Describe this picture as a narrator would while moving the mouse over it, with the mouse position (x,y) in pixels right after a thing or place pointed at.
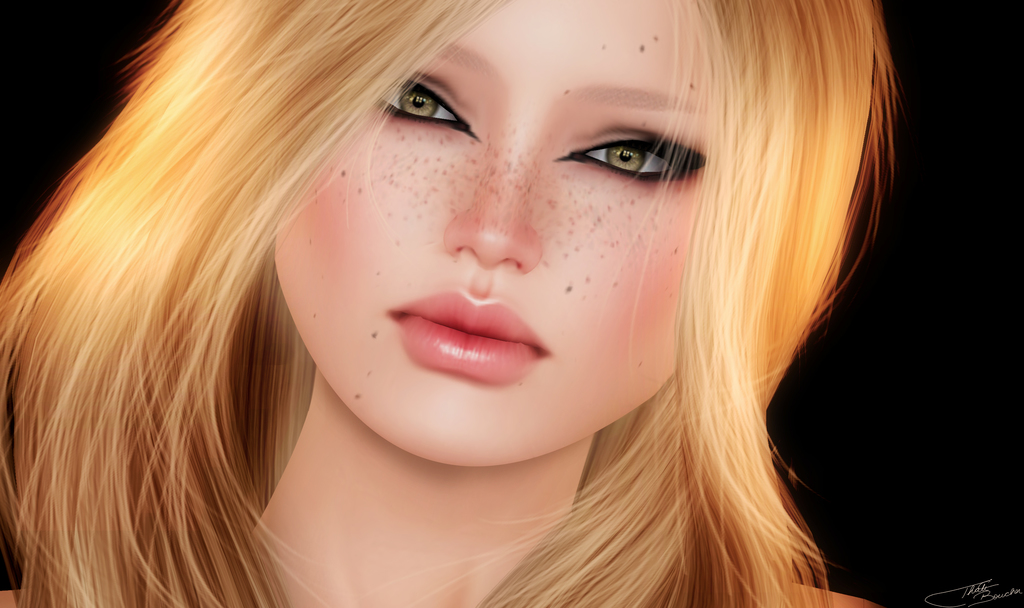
In this picture we can see one girl face (388,392) with blonde hair (269,449).
